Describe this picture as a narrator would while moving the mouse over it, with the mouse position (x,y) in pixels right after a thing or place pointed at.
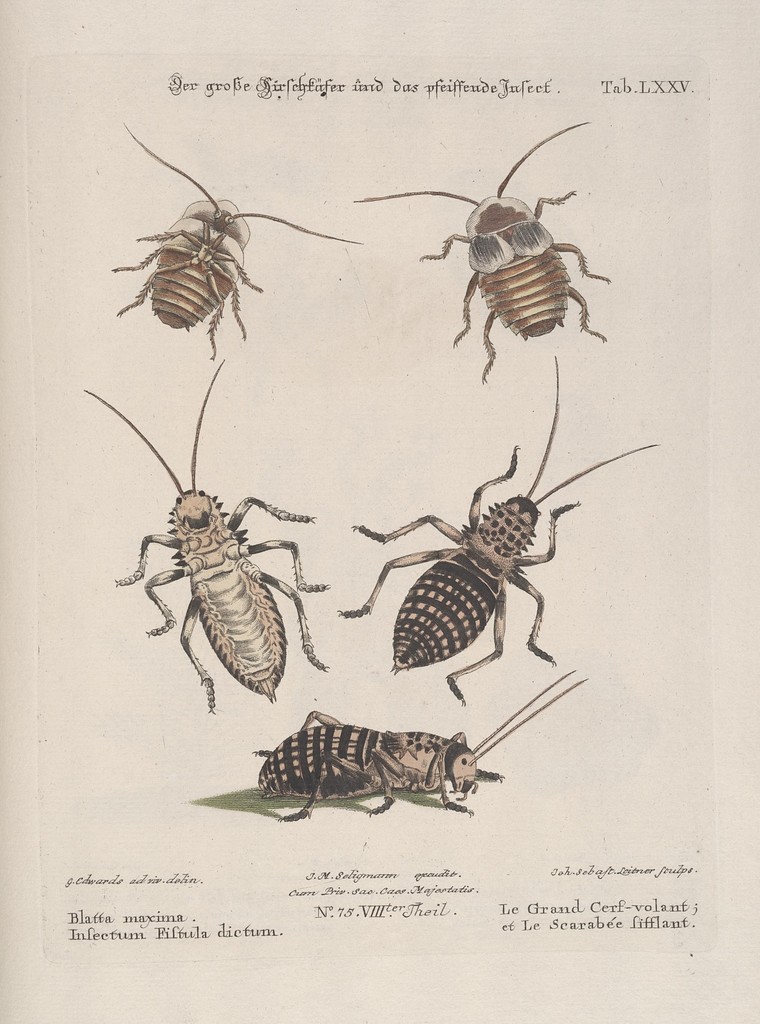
It is a poster (354,764). In this image there is a depiction of cockroaches (499,542) and there is some text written on the top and bottom of the image (428,874).
